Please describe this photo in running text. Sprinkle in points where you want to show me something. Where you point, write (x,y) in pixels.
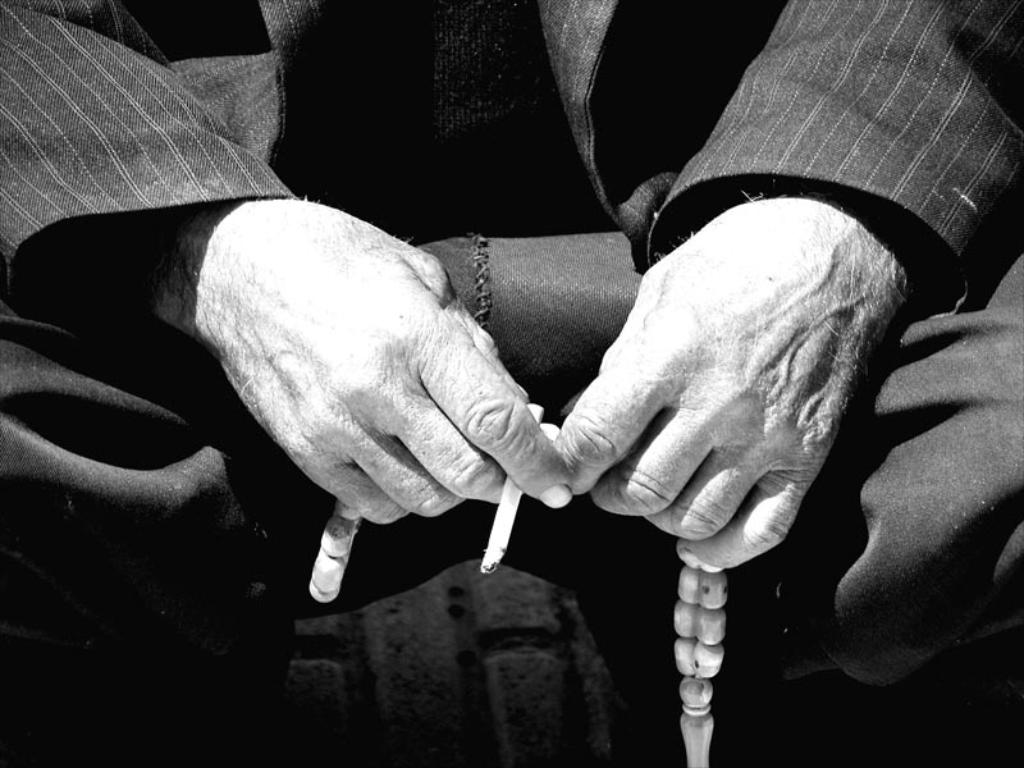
In this black and white image we can see there is a person (660,472) holding cigarette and other object (684,600) in his hand (581,479).
